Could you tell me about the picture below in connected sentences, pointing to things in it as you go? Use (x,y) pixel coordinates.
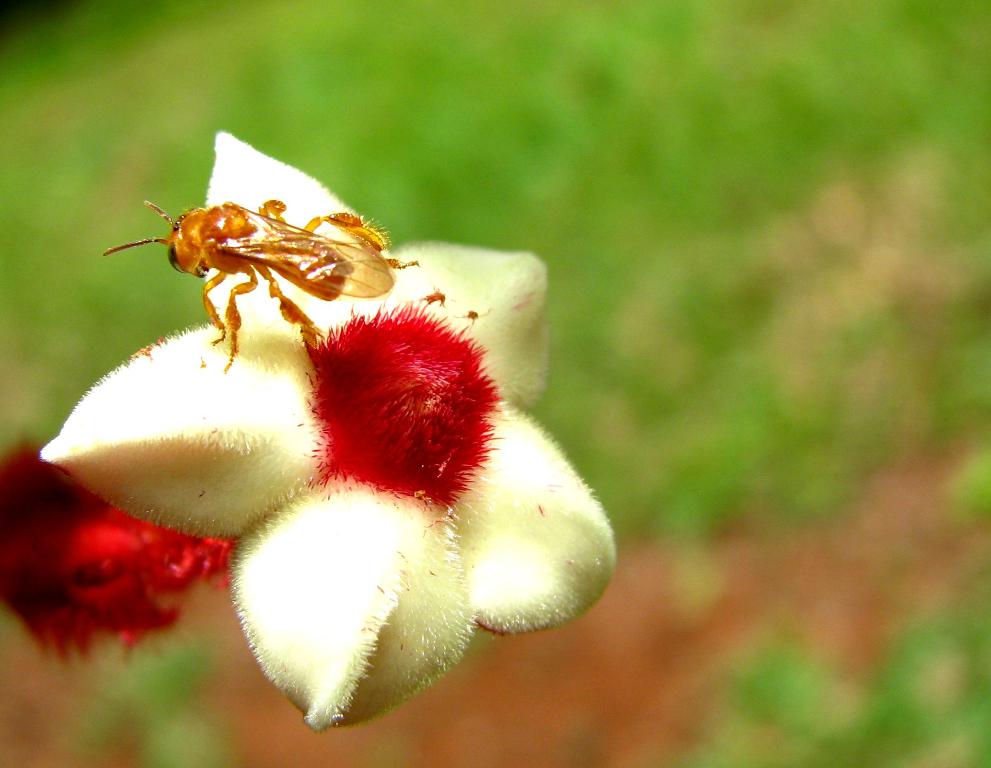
In this image we can see a bug (212,321) on the flower (390,454).
